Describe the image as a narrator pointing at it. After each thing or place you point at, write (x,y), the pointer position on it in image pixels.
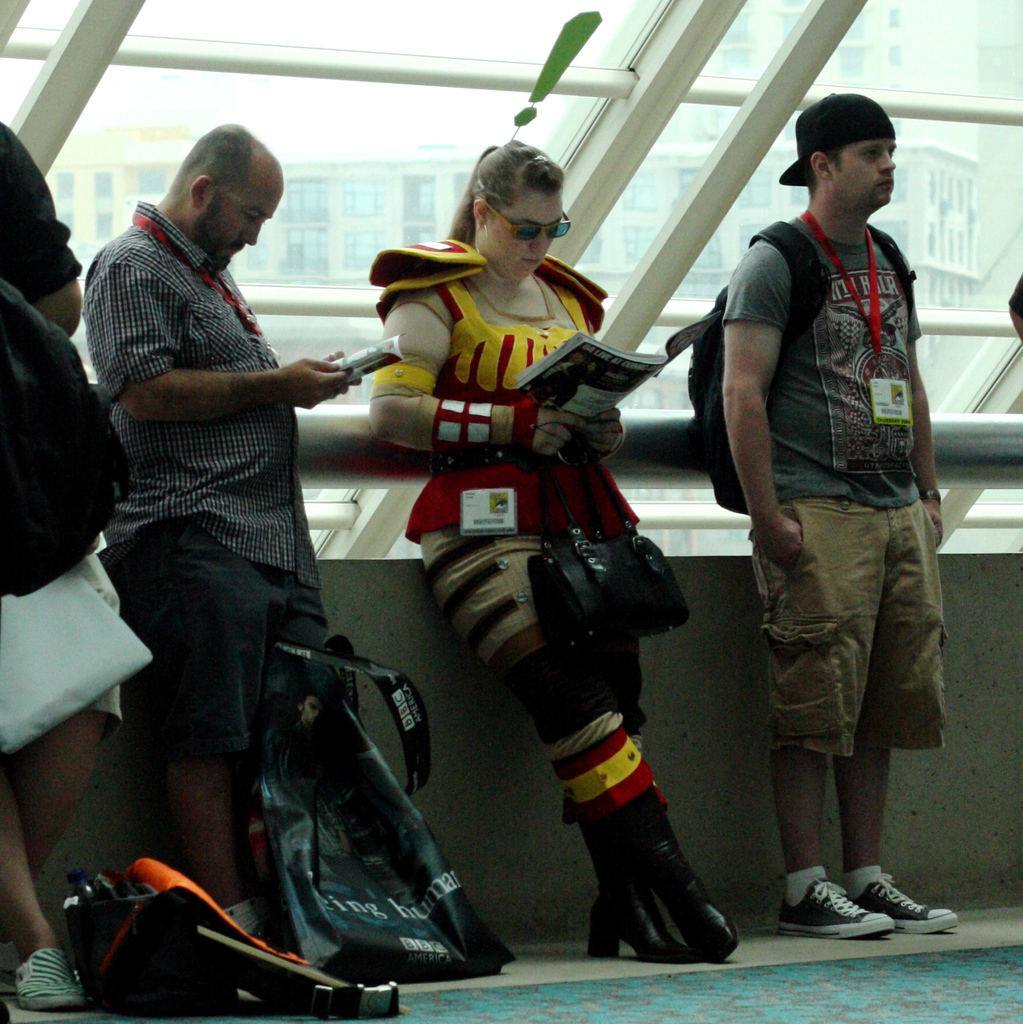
In the image we can see people (815,642) standing, they are wearing clothes (509,659), shoes (615,864) and some of them are wearing identity card (904,379), cap (824,115) and goggles (528,232). This is a book (597,357), a floor (831,958) and a glass window (412,216). Out of the window (354,188) we can see a building (378,183) and a white sky (307,22).
